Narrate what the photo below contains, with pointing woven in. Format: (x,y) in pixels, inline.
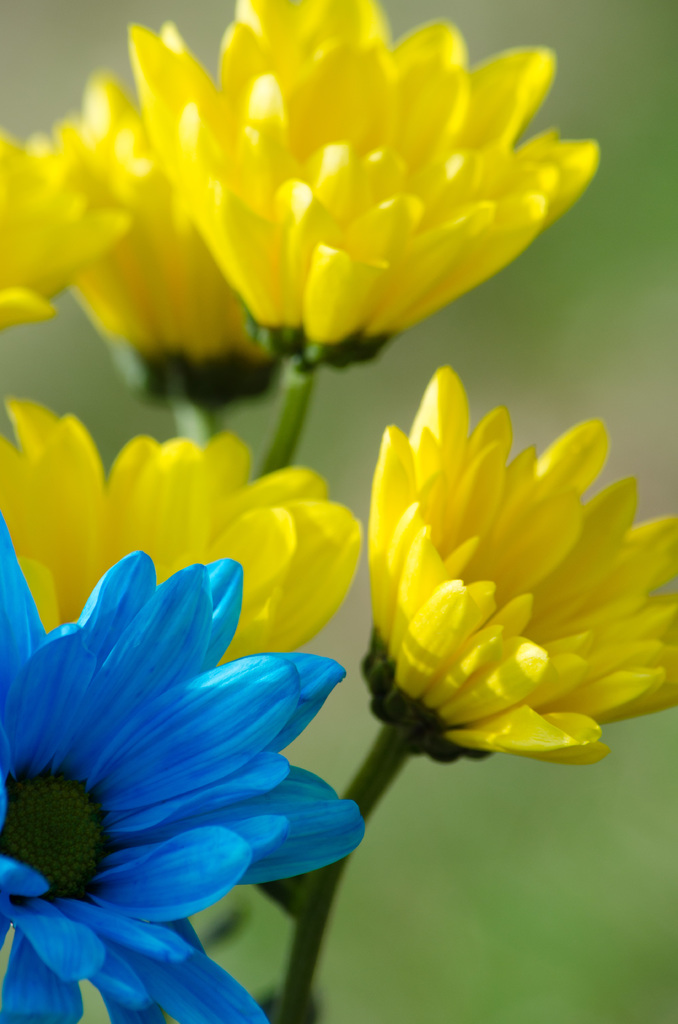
This image consists of flowers (439,515) in yellow and blue color. It looks like daisies (162,905). The background is blurred.
